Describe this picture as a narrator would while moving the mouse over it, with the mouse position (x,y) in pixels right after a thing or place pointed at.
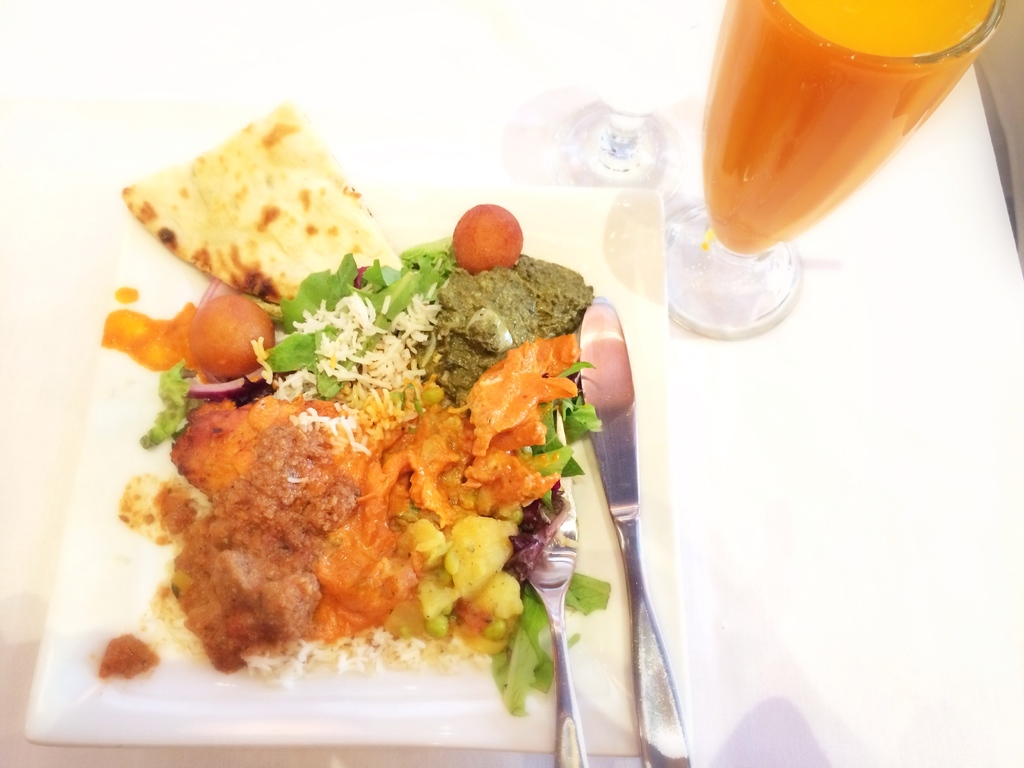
In this image there is a plate (118,689) and in the plate (589,572) there is some food (497,535), and fork (572,509) and butter knife (629,443) and there is a glass (810,151). In the glass (813,158) there is a drink (835,194), and at the bottom (807,566) it looks like a table (86,276).
